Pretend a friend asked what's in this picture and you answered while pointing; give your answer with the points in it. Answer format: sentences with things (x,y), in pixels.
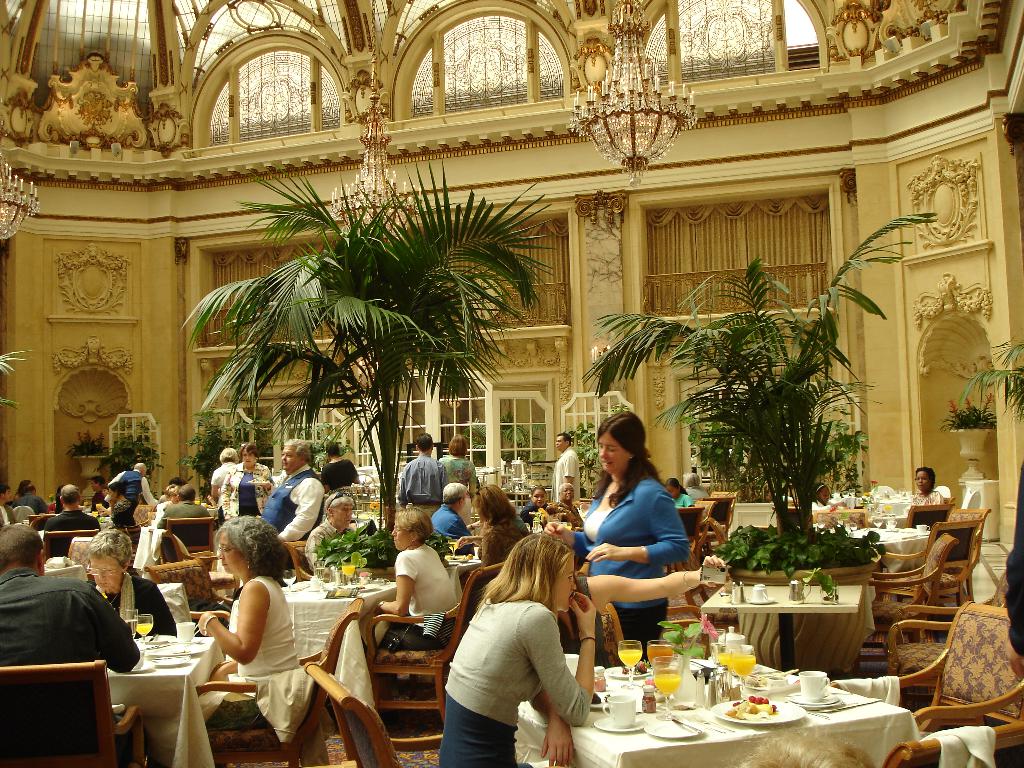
This is the picture of a place (392,430) like hall (353,512) where we have a group of people (19,583) sitting on the chairs (212,551) in front of the tables (168,589) and having their food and around them there are some plants (402,260) in between them.
